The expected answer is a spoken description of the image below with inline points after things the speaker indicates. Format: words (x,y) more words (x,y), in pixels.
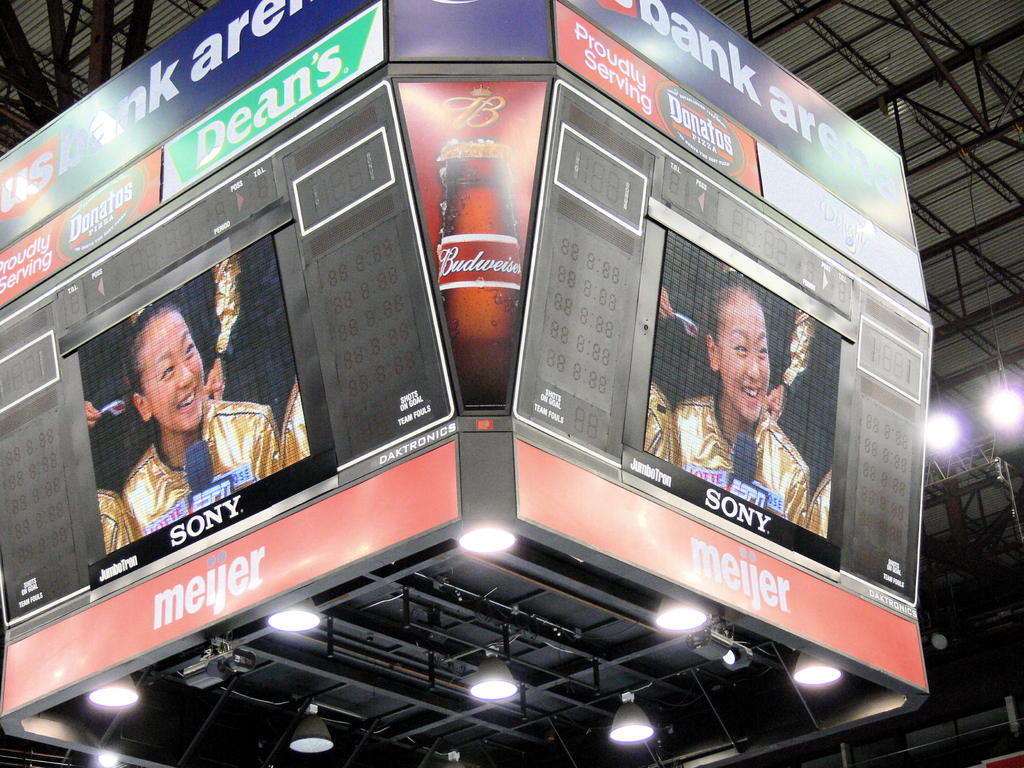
In this picture we can see two screens (183,334), something is displayed on it and we can see some lights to the roof (44,45).
